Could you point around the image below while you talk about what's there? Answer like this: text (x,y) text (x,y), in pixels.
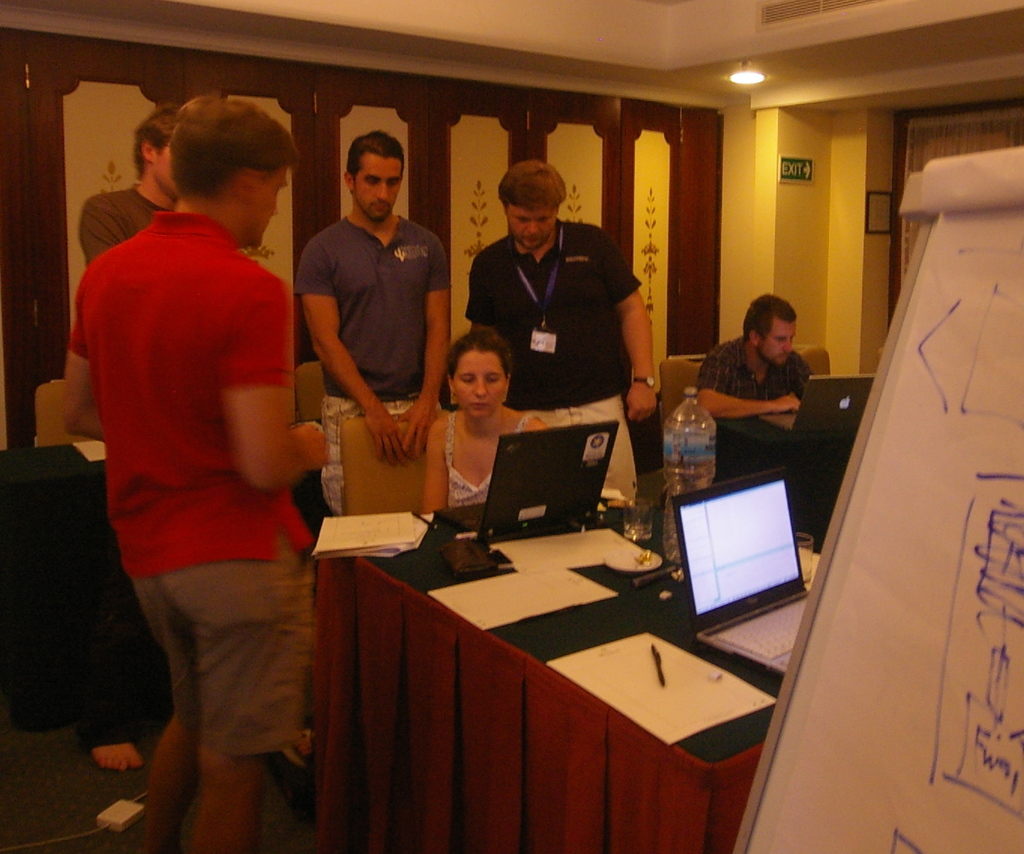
In the image we can see there are people (373,258) who are standing and here a woman (467,420) and man (724,363) are sitting on chair (679,370) and on table (811,466) there are laptops (591,483).
